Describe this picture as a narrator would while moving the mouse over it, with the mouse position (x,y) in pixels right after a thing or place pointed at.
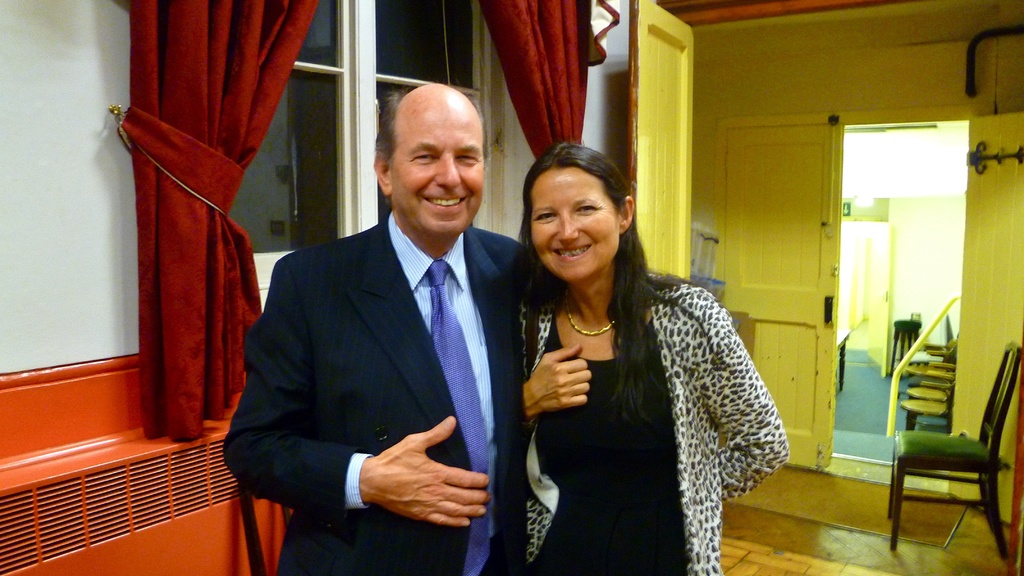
In the center of the image (471,296) there are two people (460,345) standing. On the left (339,553) there is a man (454,381) standing and smiling. There is a lady (611,372) next to him. In the background (785,272) there is a door (803,315), chair (934,433), window (300,121), curtains (207,71) and wall (78,150).
